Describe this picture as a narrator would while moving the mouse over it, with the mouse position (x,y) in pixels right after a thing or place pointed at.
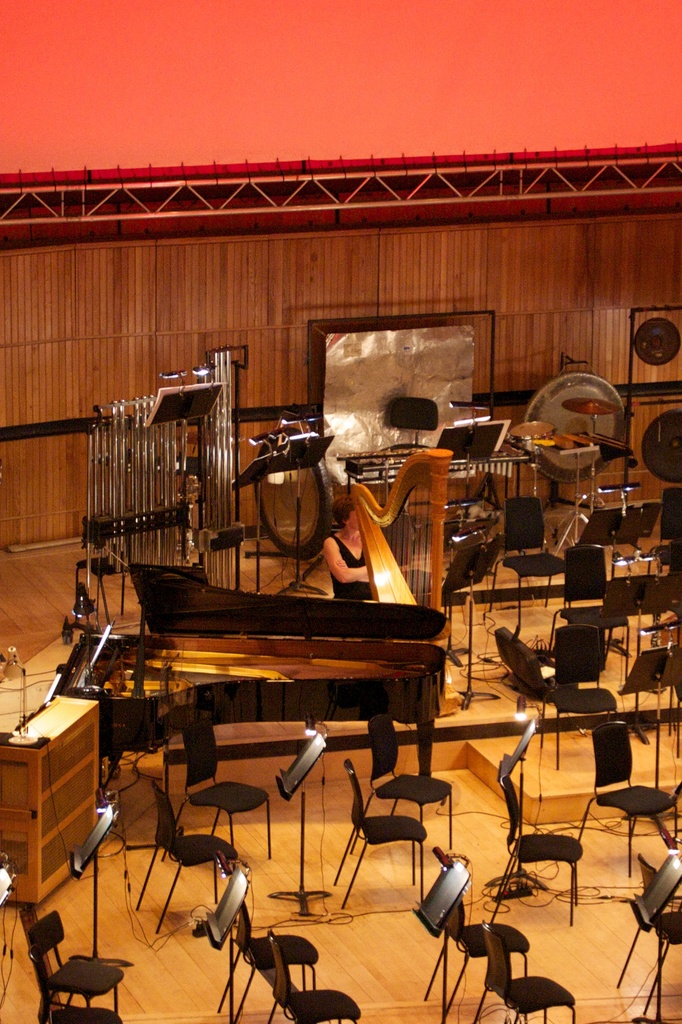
In this image, we can see wooden floor (322,927), black color chairs (631,803). A woman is near a musical instrument (398,577). On left side (45,805), we can see wooden cupboard (51,757) and stands (193,468) here. The background (564,274), wooden wall (381,261), rod (545,172) and banner (380,103).
